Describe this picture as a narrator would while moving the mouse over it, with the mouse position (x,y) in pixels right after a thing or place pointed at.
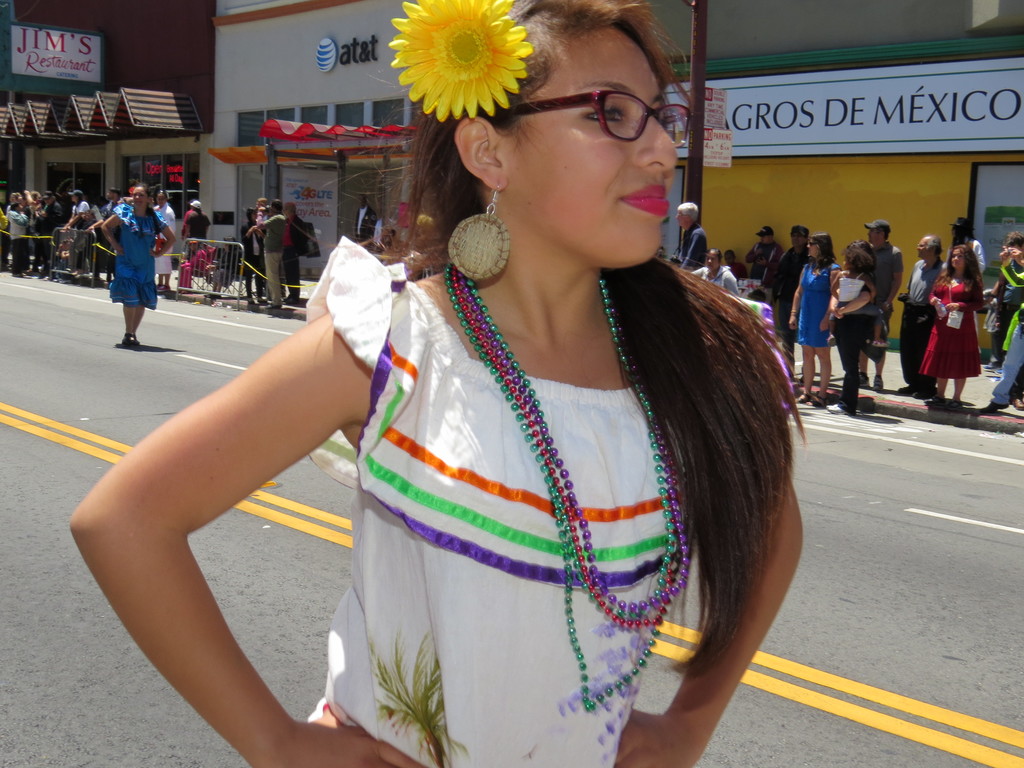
In the picture I can see a woman (618,396) wearing white color dress (452,485), chains (523,438), earrings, spectacles (674,114) and a yellow color flower (424,105) is standing here on the road (1001,468). In the background (16,230), we can see a few more people (939,285) standing on the side walk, we can see road barriers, a pole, boards (46,69) and buildings (85,17).
